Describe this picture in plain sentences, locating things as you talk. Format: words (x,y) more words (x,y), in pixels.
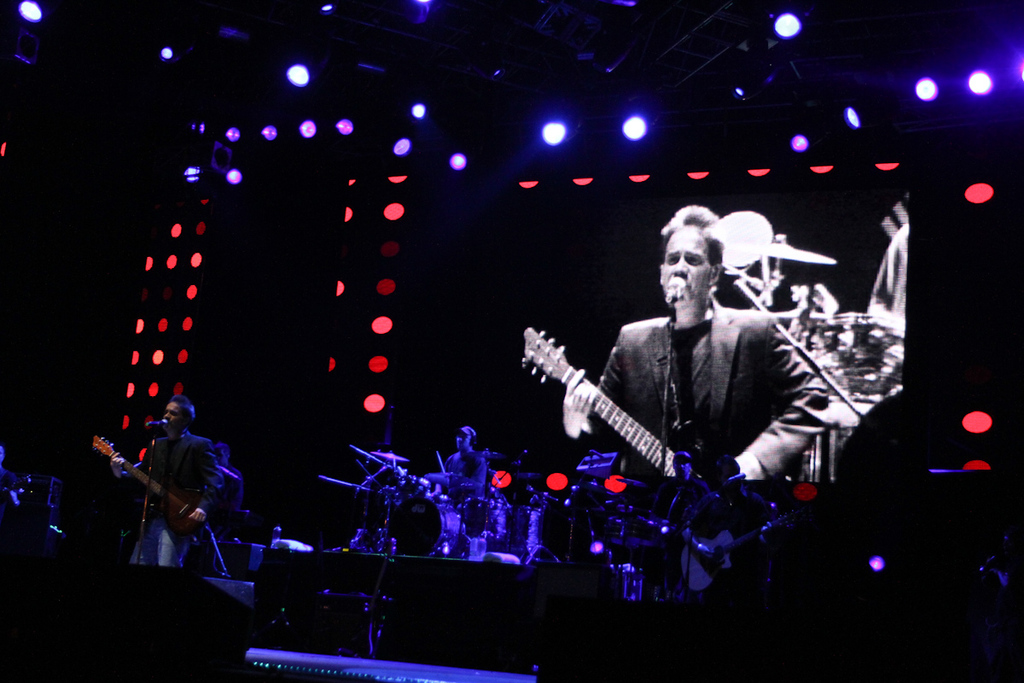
In the foreground (525,521) we can see musical instruments (446,512) and other objects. On the left (168,440) there is a person (155,476) playing guitar (170,500). In the middle (465,448) there is a person (453,461) playing drums (425,495). In the background (724,341) we can see screen (673,248), on the screen (746,308) there is a person (643,359) holding guitar (636,425) and singing. At the top (411,7) there are focus lights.
